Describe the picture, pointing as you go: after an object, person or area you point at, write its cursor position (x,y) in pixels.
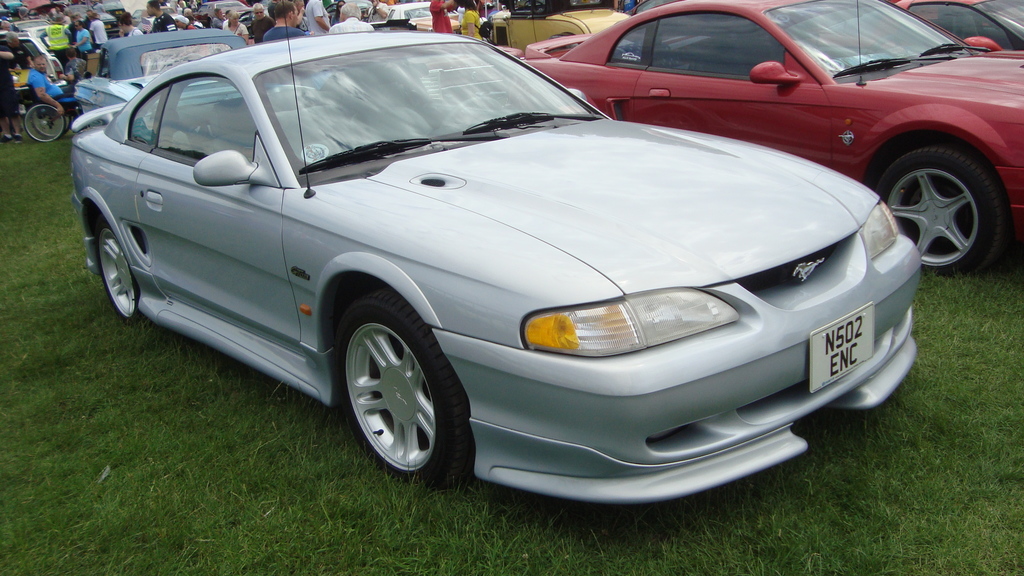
In this image we can see there are some vehicles (419,169) and few people (98,39) are standing on the surface (279,444) of the grass (829,500).
